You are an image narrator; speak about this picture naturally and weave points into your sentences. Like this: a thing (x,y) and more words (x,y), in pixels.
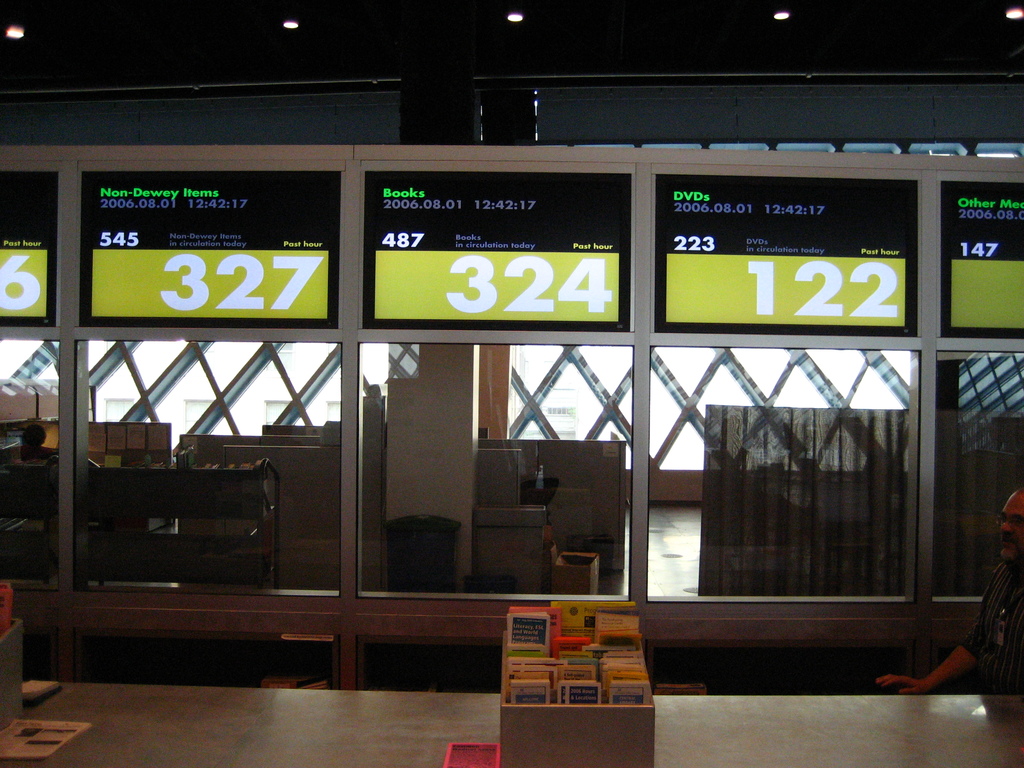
In this image there is a person (1009,683), books (598,659) in the wooden boxes (13,647), papers (46,736) on the table (842,725), there are screens (577,244), cabins (528,477), racks (104,499), lights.
